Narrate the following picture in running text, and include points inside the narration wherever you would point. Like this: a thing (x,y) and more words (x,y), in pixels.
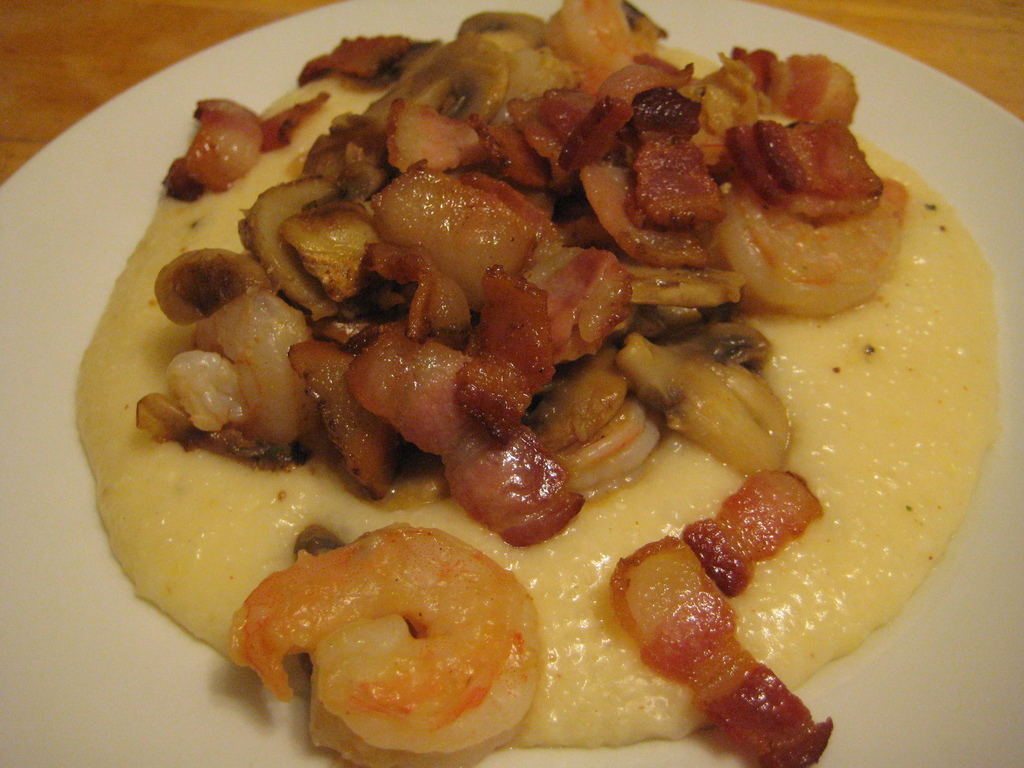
In this picture we can see some food items (577,509) on a white plate (1022,558) and the white plate (50,211) is on a wooden object (95,51).
